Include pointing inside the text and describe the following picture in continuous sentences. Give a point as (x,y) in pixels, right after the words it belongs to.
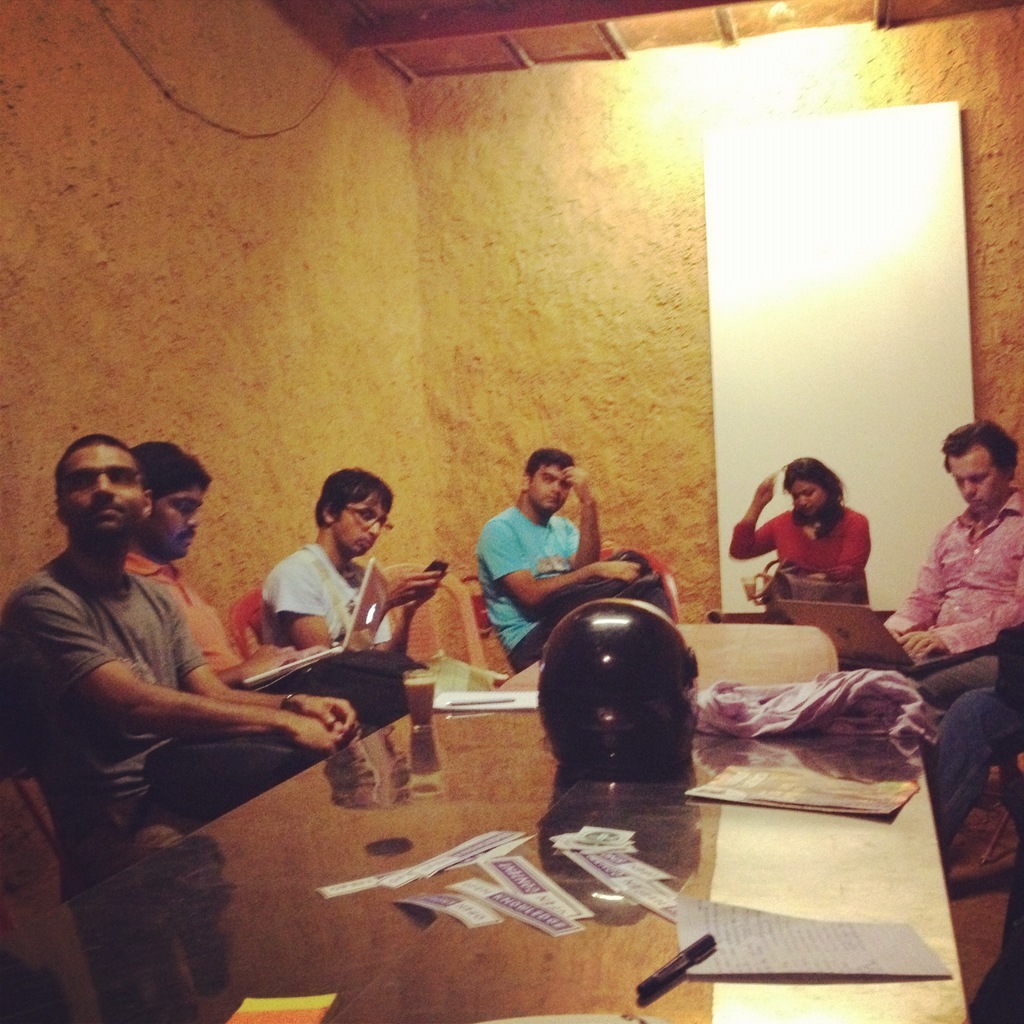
Here we can see a group of people (268,743) sitting in a room (883,593) in front of a table (204,1011) and there is a helmet (638,763) and papers (804,796) present on the table (606,891) and the guy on the left side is using a laptop (376,626) and beside him the guy (336,660) is using mobile phone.
